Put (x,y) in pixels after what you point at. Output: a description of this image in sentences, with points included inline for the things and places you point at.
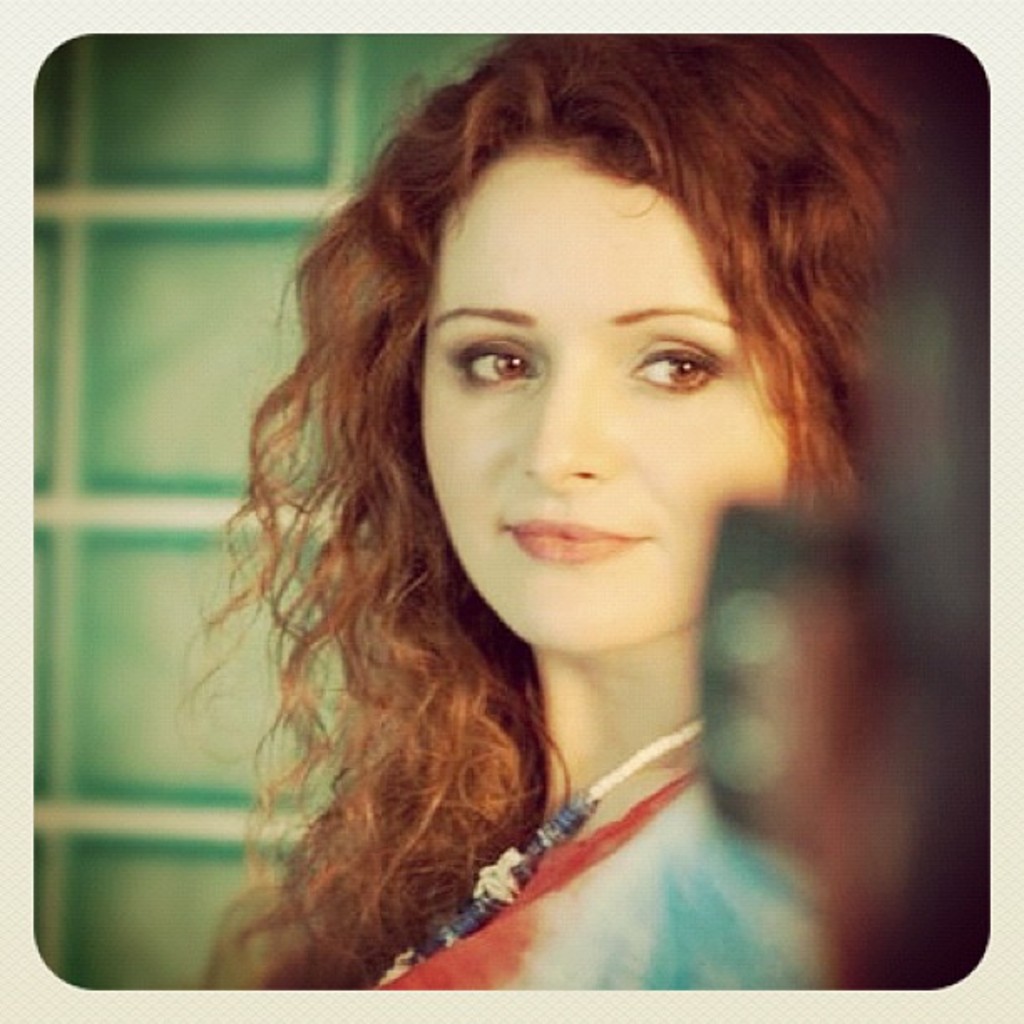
In the image we can see close up picture of a woman (544,888) wearing clothes (571,906), neck chain (540,843) and she is smiling. The corners of the image are blurred.
